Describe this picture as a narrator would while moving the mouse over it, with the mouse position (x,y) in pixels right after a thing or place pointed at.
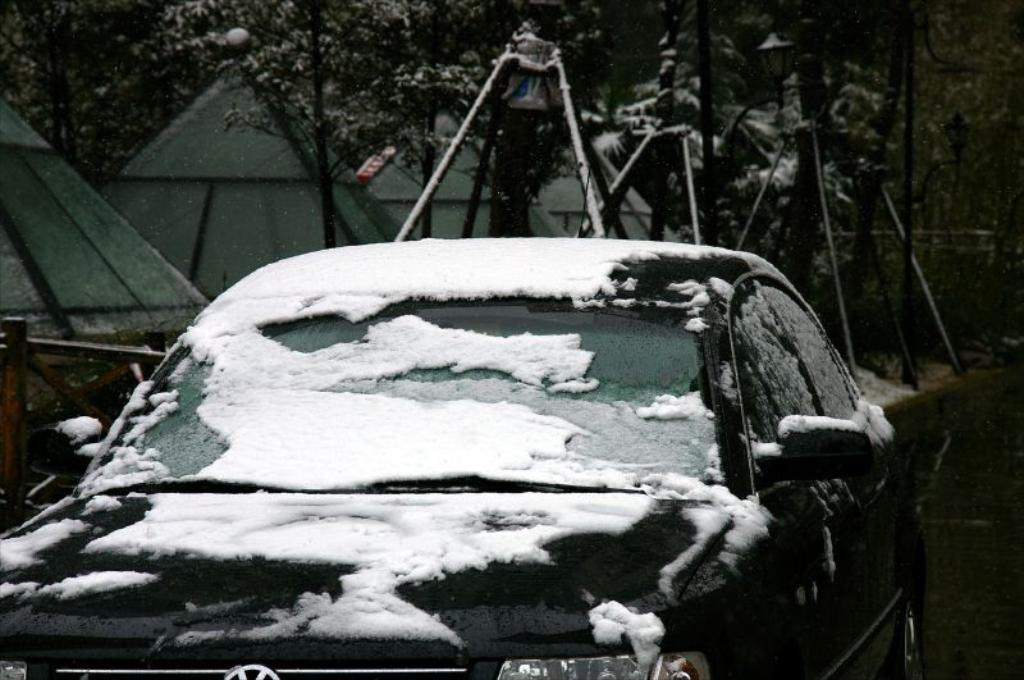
In the center of the image (573,251) we can see a car (370,570) covered by snow (319,356). In the background (243,239) there are sheds (262,189) and trees (594,16). At the bottom (992,627) there is a road (948,577).
